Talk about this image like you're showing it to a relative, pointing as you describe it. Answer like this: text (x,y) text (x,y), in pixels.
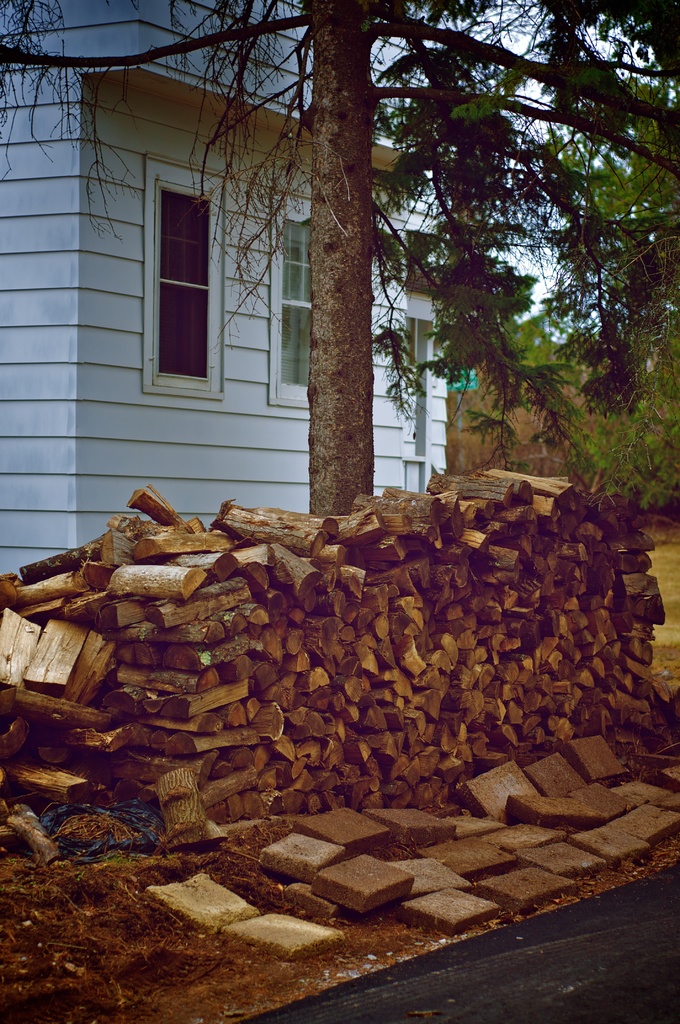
In this image we can see a group of wooden logs (387,694) which are placed one on the other on the ground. We can also see some stones (461,878), a tree (597,436), a building (304,499) with windows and the sky (522,255).
